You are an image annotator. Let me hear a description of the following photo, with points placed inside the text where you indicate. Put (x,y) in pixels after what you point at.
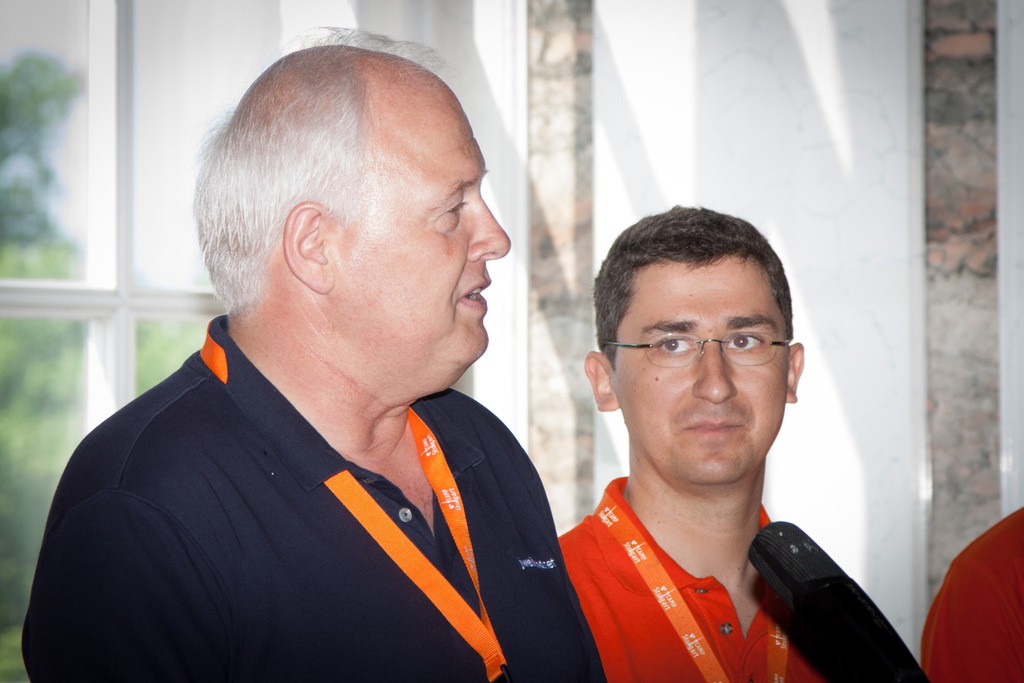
There are two persons (614,595). Both are wearing orange color tag (682,621). Person (673,626) on the right (691,612) is wearing specs (659,345). In front of them there is a mic (823,590). In the back (768,164) there's a wall (676,92) and glass window (72,265).
